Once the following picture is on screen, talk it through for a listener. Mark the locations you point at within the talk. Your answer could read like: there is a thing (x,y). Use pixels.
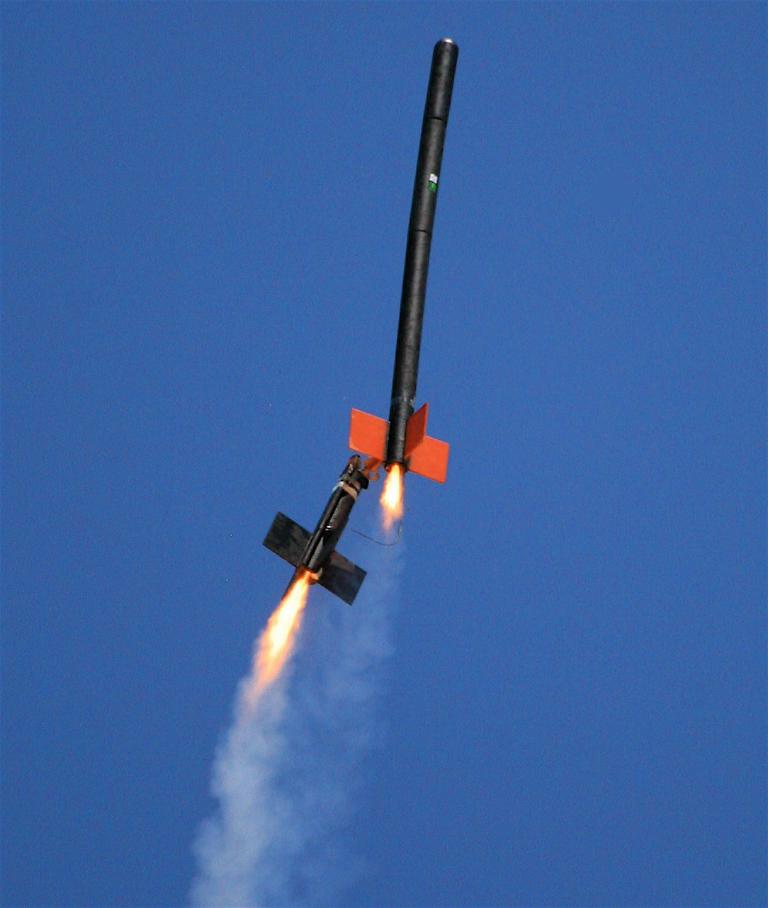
In this image, we can see two black color objects (415,283) in the air (721,767) and we can see the blue sky (264,287).
